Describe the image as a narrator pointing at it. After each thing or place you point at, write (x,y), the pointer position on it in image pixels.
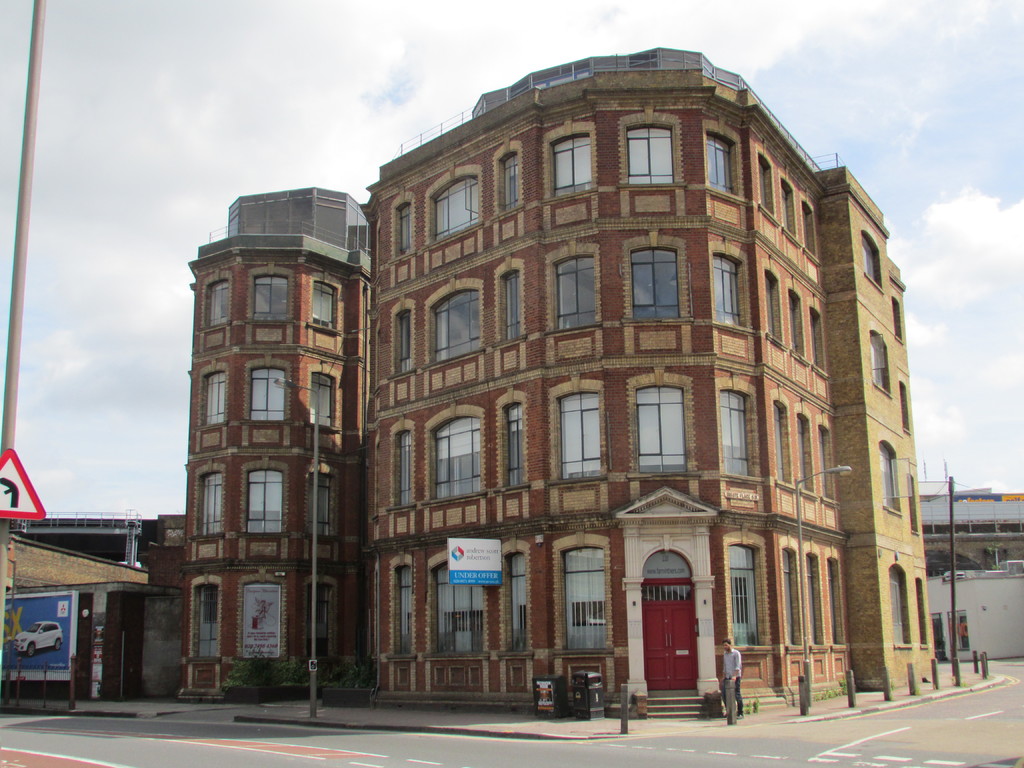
At the center of the image (549,470) there are buildings (717,579), in front of the building (575,594) there is a road (879,729) and a person (732,684) walking on the pavement (357,724). On the left side of the image (32,101) there is a pole (19,303) and a sign board (21,489) attached to it. In the background (344,78) there is a sky (699,50).
